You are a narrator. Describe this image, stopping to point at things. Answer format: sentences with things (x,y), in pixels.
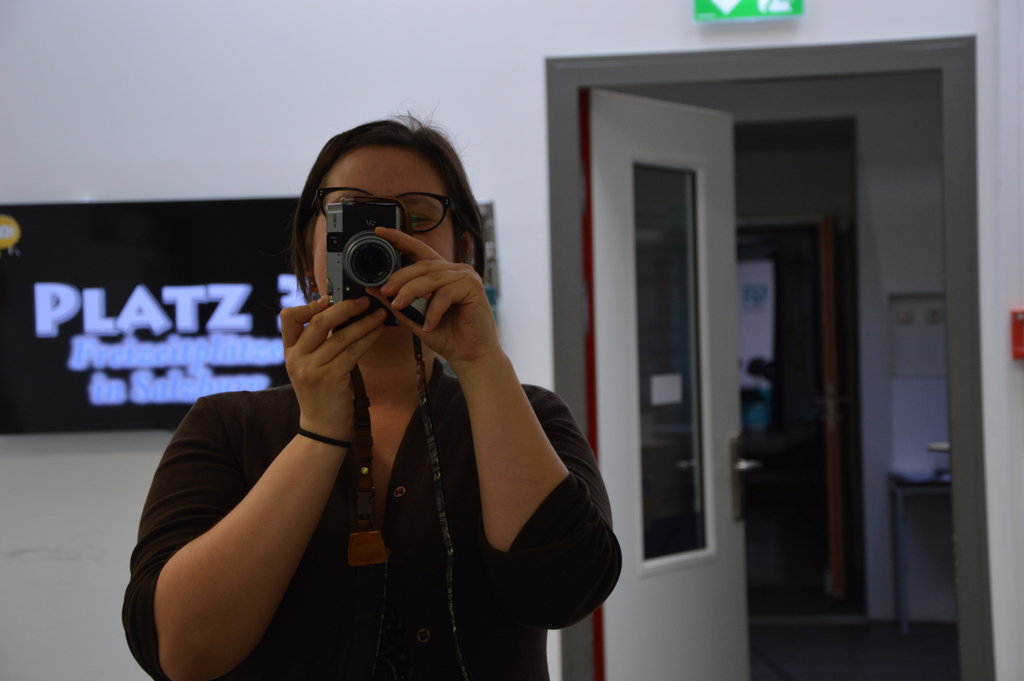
In this photograph there is a woman (441,367) who is holding camera (341,274) and capturing something she is wearing spectacles (326,186), behind her there is a display board (82,304), behind the board (98,203) there is a wall (92,61), beside the wall (92,61) there is a room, inside the room (777,138) there is another room (811,396), beside that there is a white color wall (883,199).
